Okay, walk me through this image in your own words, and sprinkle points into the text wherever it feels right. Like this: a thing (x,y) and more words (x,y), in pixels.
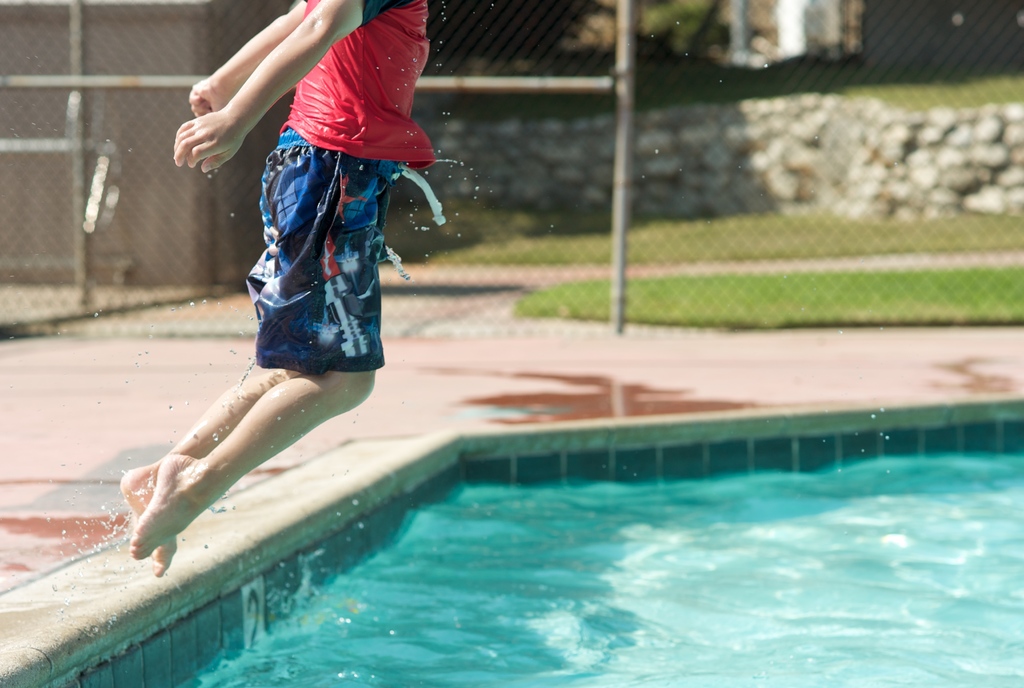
In this image, on the left side (341,24), we can see a person (342,18) wearing a red color shirt (384,71) is jumping. On the right side (735,611), we can see water (634,508) in a pool (545,547). In the background (88,255), we can see net fence (734,249), metal rod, grass (534,248), wall (764,179) with some stones (790,131), trees (646,33), plants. At the bottom (936,641), we can see a floor (730,348) and a water (529,575).
